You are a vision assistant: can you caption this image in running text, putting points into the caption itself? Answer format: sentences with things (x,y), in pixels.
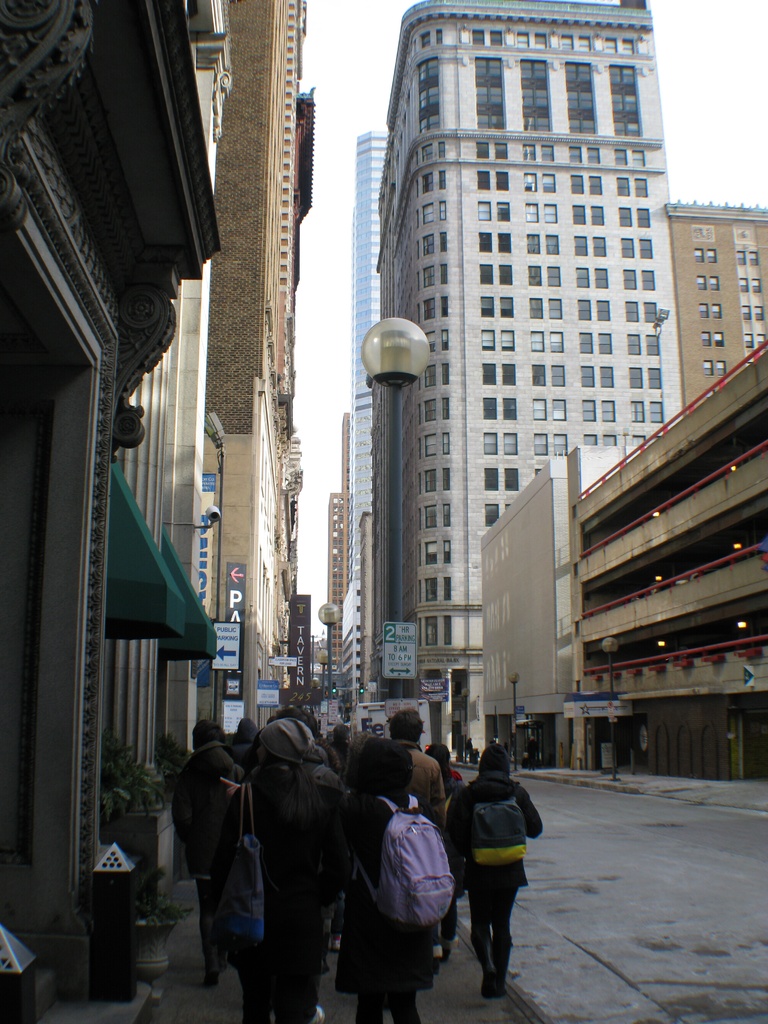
In the picture we can see a street (697,812), in it we can see some people (282,762) standing on the path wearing bags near the building wall (85,722) and in the background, we can see a road (761,964) and buildings (647,368) and windows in it and a street lamp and we can also see a sky (328,15).
